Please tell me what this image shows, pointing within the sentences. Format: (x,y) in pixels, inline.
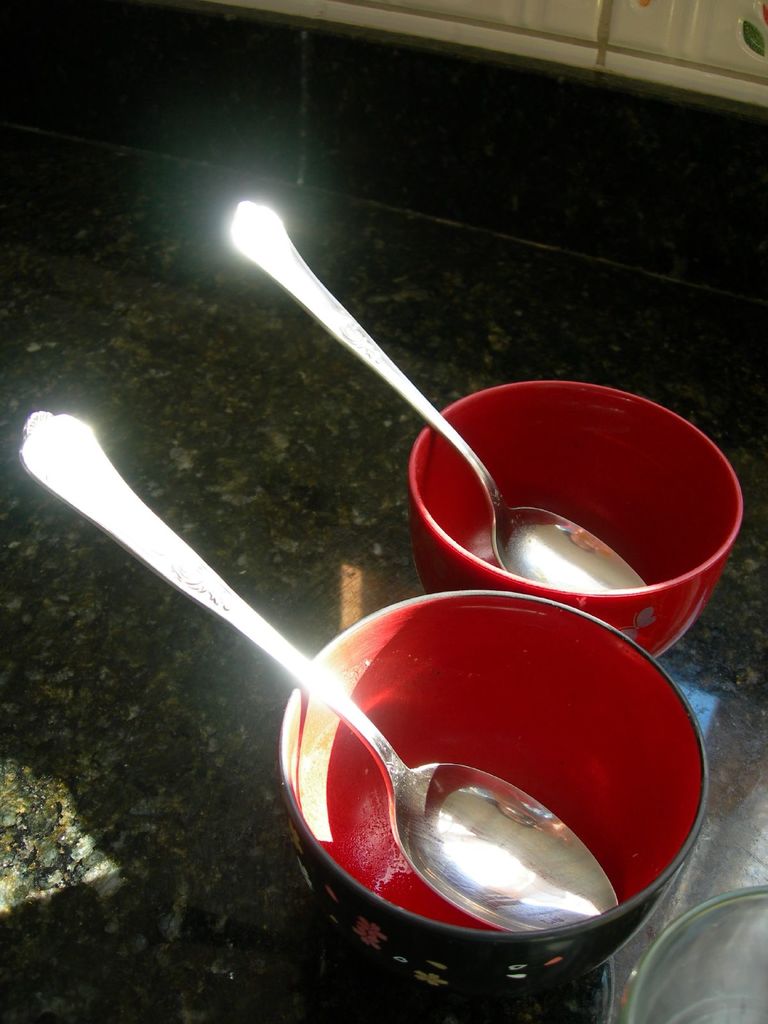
In this image we can see the bowls (464,628) with the spoons (290,671) on the counter (391,506).
